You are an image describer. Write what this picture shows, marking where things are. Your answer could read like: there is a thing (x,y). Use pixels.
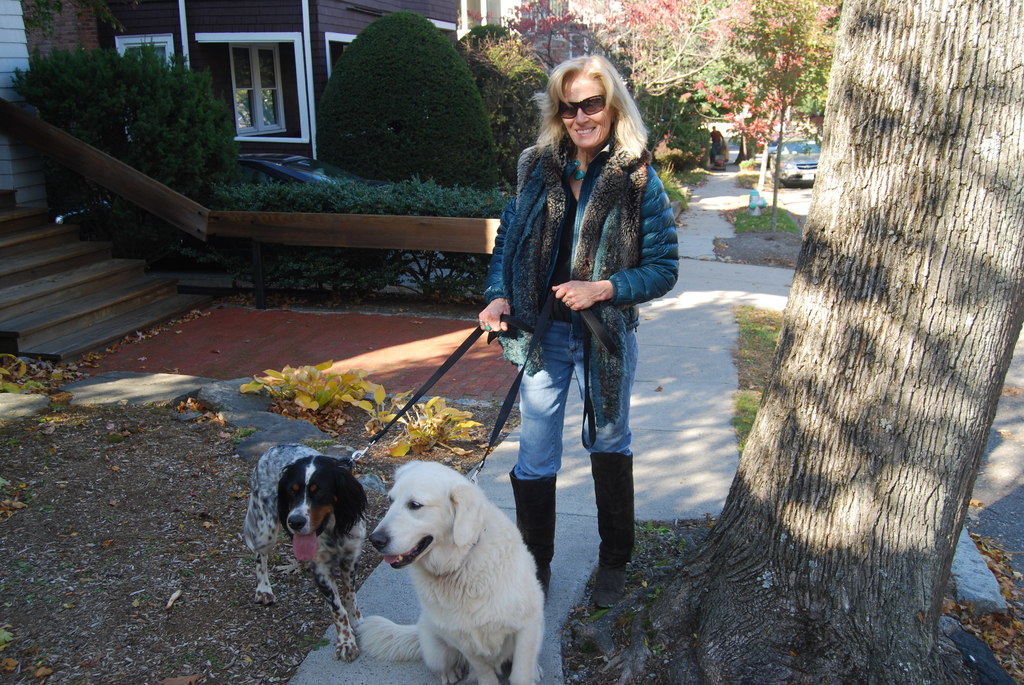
In this image in the front (573,305) there are animals (315,481) and there is a person (568,251) standing and smiling and holding ropes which are tied to the animals (392,491). In the background (388,124) there are trees (696,131), houses (262,141), plants (368,204), steps (121,303), cars (804,167) and there is a person (710,143) and there are dry leaves (997,574) on the ground (76,475).
